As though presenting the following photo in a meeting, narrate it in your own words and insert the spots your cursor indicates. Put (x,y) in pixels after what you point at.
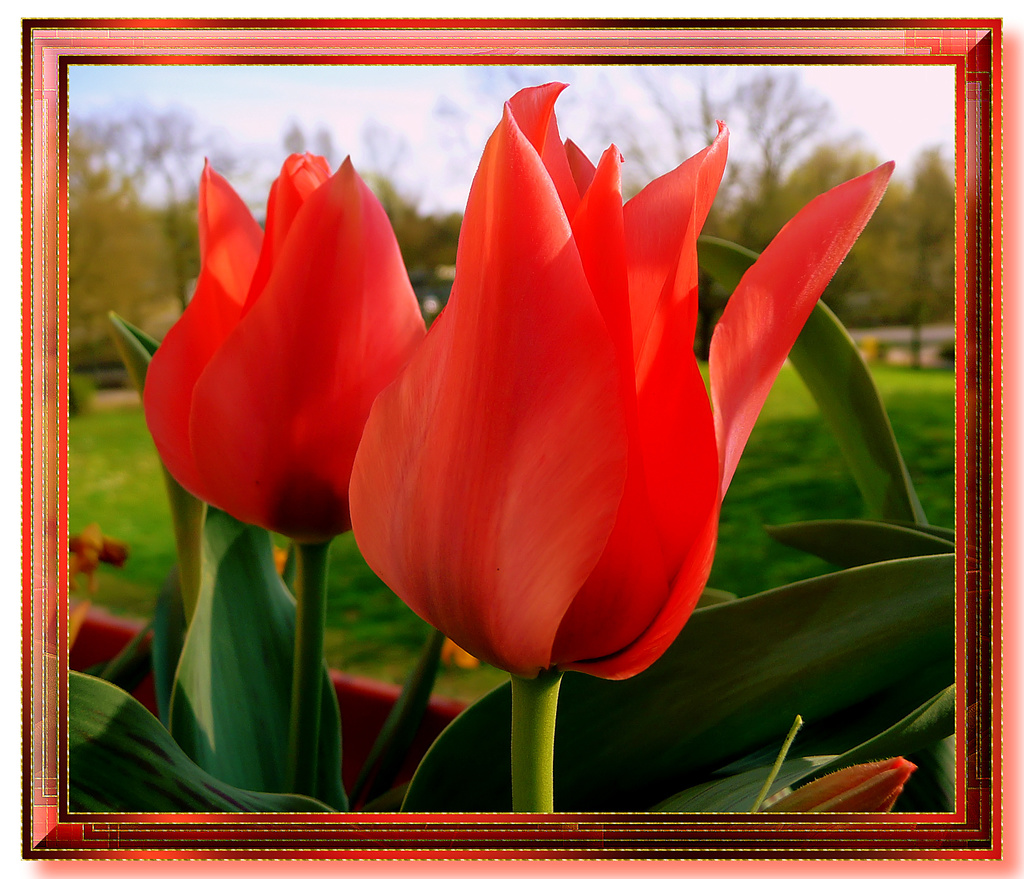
This is an edited image. We can see red borders (140,63) on this image. In this picture we can see a few red flowers (585,348) and green leaves (277,672). There are some trees (849,274), grass (137,408) and the sky (344,73) is visible in the background (507,90). Background (447,83) is blurry.
